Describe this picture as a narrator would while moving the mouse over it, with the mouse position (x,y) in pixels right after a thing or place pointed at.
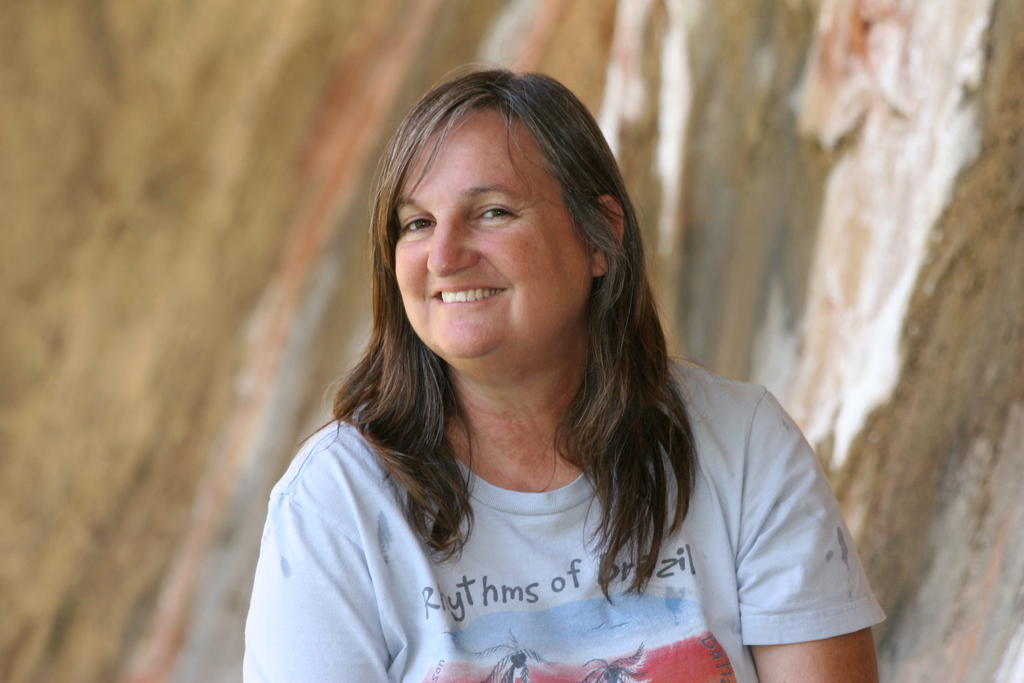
In this image I can see the person (448,446) and the person (463,602) is wearing white color shirt (463,602) and the background (136,334) is in brown and white color.
